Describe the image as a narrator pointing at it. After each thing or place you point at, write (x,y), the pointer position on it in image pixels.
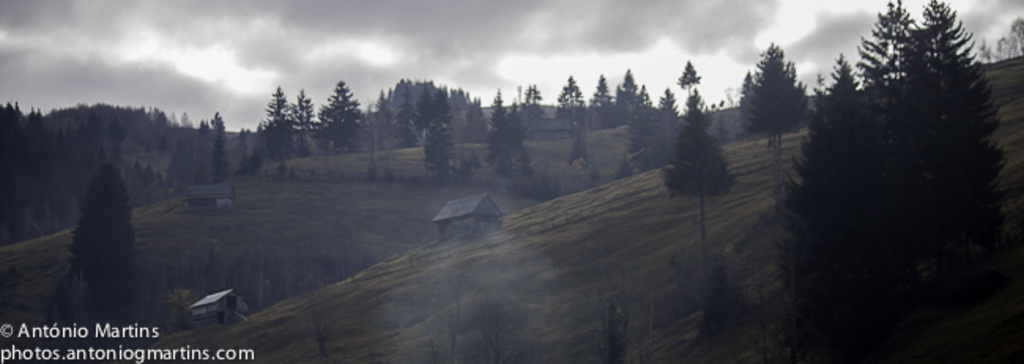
In this image there are few trees (17,156), few small houses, some clouds (715,34) in the sky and some text (66,328) in the left bottom corner of the image (139,340).
